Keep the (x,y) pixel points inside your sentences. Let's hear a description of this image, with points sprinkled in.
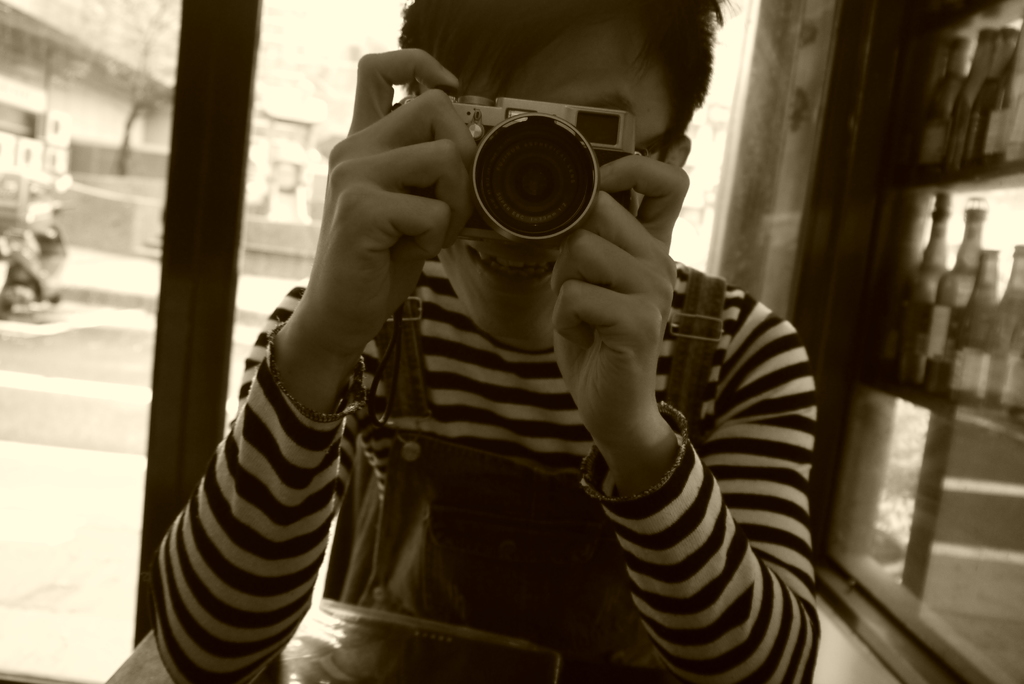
This is black and white picture. Here we can see a man (427,234) who is holding a camera (542,151) with his hands (566,280). And there is a pole (178,115). Here we can see some bottles (1012,364).
